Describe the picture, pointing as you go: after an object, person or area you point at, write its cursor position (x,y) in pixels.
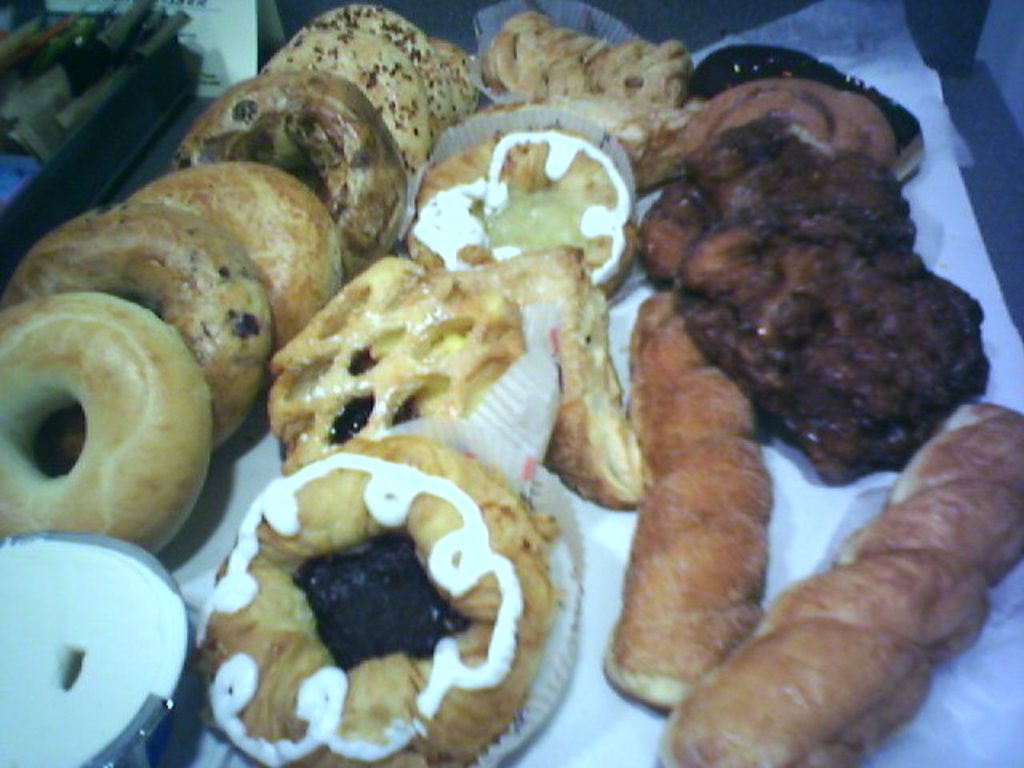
In the image we can see the food items (418,267). It contains donuts (679,210), bagels (253,196), cream roll (708,506) and cream bun (460,583).
